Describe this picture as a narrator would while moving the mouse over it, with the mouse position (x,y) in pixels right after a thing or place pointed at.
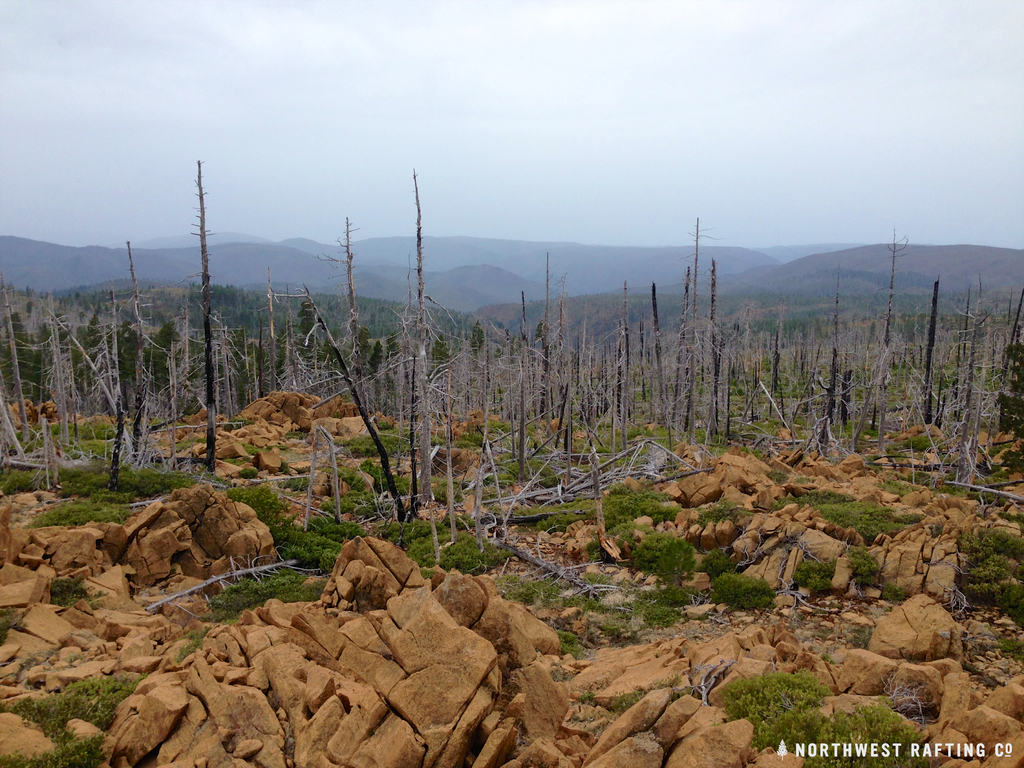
In this image we can see rocks (790,647) on the ground (695,631), shrubs (620,537), trees (636,350), hills (527,312) and sky (565,117) with clouds (455,124).
